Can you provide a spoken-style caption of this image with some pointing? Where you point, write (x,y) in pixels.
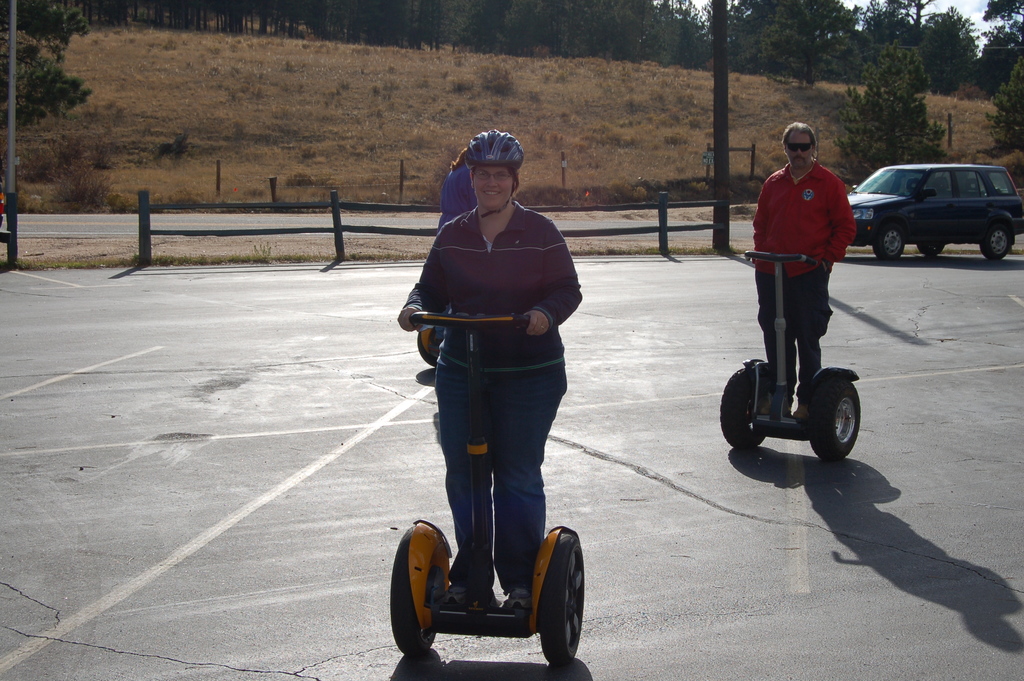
In this image I can see few persons (447,451) riding vehicles (850,443), on the right (796,276) the person (794,220) red shirt (795,234), black pant (793,285). Background (876,123) I can see a vehicle (877,239), trees (759,19) in green color and the sky (964,13) is in white color.
